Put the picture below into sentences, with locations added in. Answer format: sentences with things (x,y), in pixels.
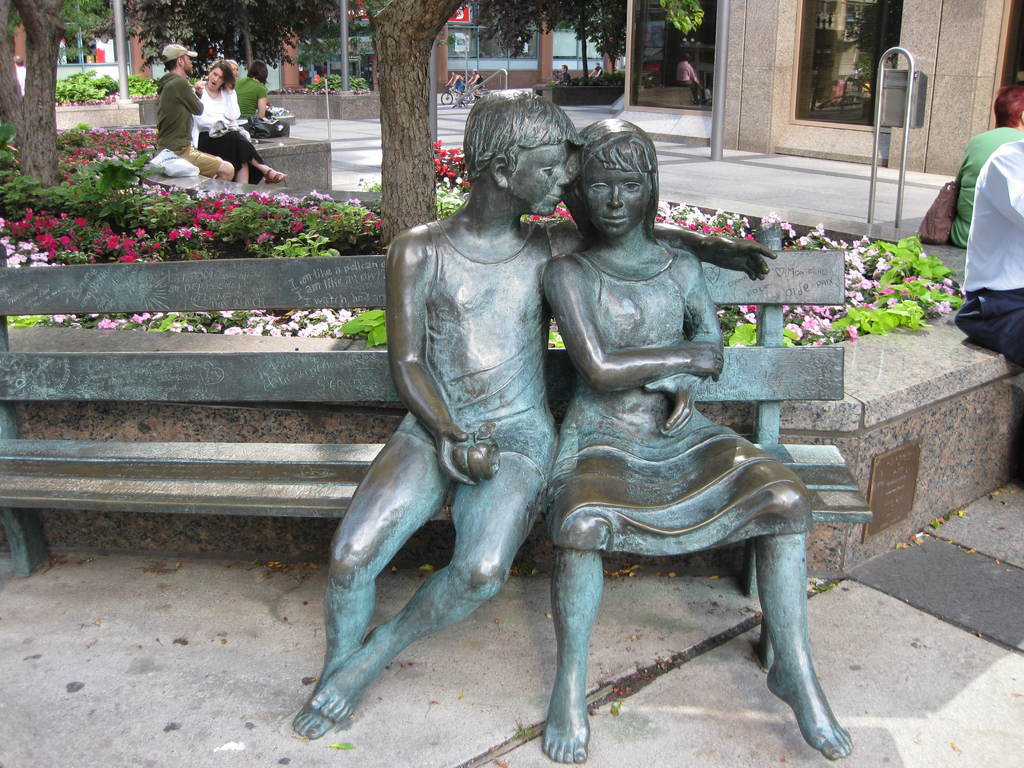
In the middle of the image (628,356) we can see a statue (507,168). Behind the statue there are some plants (3,126) and trees (76,15) and few people (232,135) are sitting. Behind them there are some buildings (962,46) and few people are riding bicycles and there are some flowers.
